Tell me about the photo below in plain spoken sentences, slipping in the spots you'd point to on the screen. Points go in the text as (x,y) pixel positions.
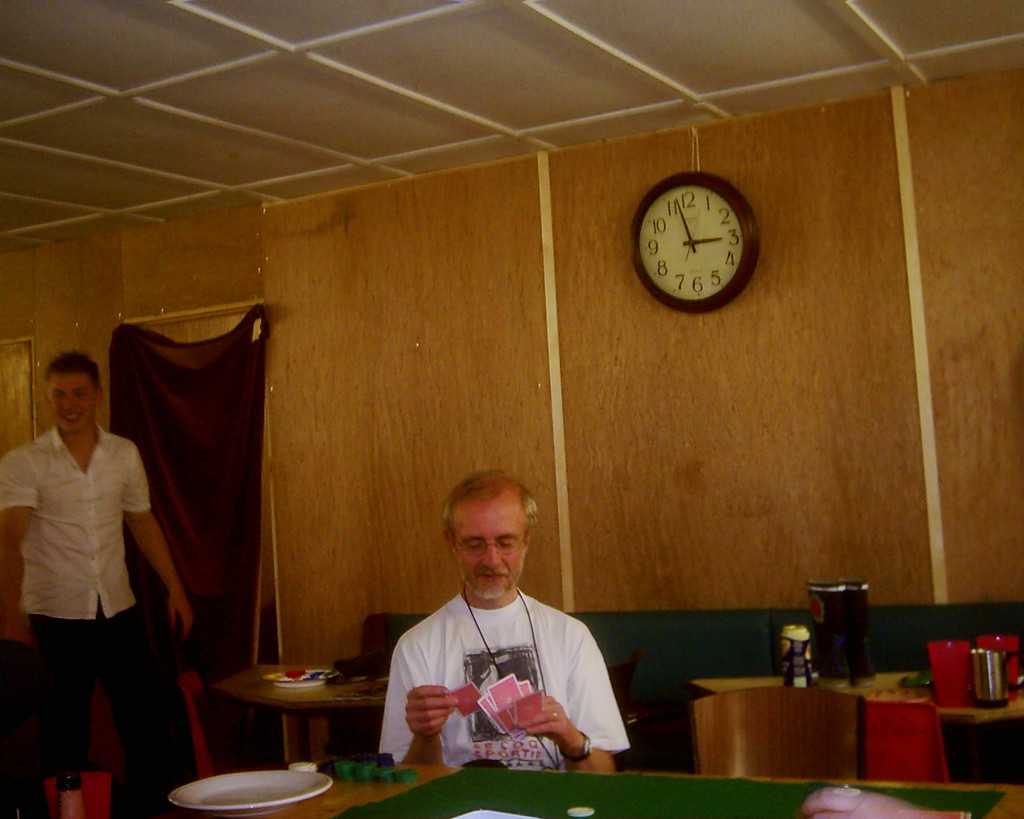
In this image I can see the person (519,634) sitting and holding the cards (520,726) in front of the table (439,816). At the back of him there is a another person (86,581) standing. In the background (699,222) there is a clock (680,296) attached to the wall (643,516). In front of wall (970,593) there is a table (932,695). On the table (919,698) there are glasses (945,674) and the tin (799,664).
